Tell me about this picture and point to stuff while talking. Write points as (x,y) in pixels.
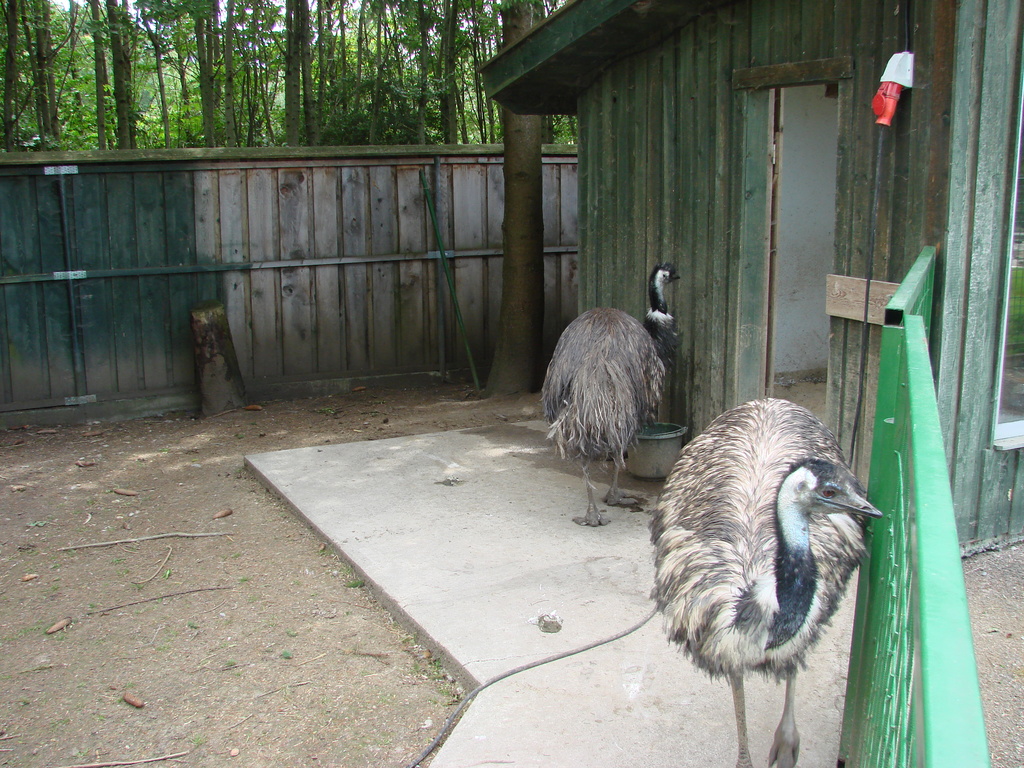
In this picture we can see two emus (563,442) on a path (626,587), container (644,464), shed (588,194), fence (879,487), wall (323,277) and some objects (217,343) and in the background (144,85) we can see trees (402,60).
